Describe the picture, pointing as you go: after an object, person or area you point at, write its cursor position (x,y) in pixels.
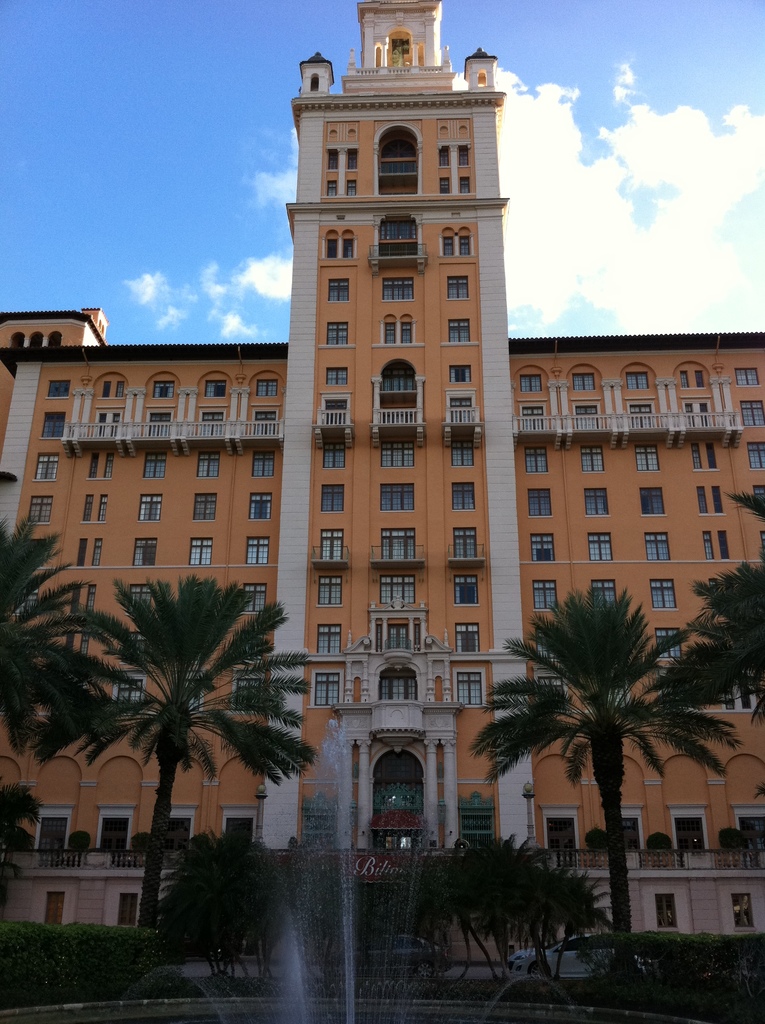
In this image there is a building (336,646), in front of the building (403,780) there are trees (582,886) and a fountain (297,920), at the top of the image (623,306) there are clouds (280,182) in the sky (290,153).
